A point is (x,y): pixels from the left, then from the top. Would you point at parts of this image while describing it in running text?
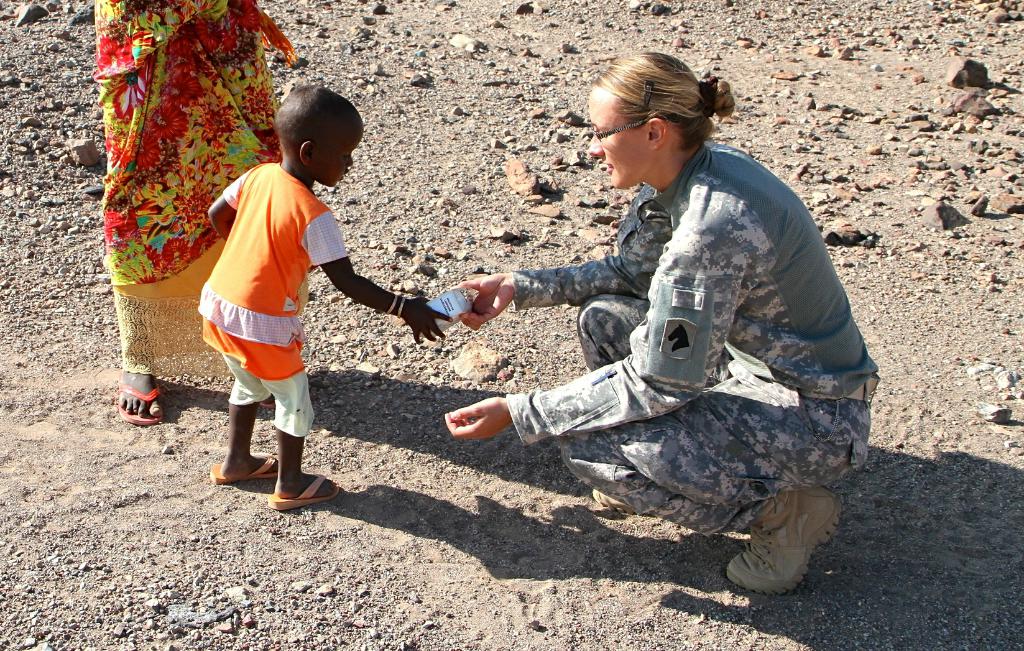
In this image I can see two women (262,111) and a girl (311,263). In the front (254,317) I can see two of them are holding a white colour thing (435,304) and on the right side (817,526) I can see one of them is wearing uniform (674,524). I can also see number of stones (328,357) and shadows (856,547) on the ground (941,444).
